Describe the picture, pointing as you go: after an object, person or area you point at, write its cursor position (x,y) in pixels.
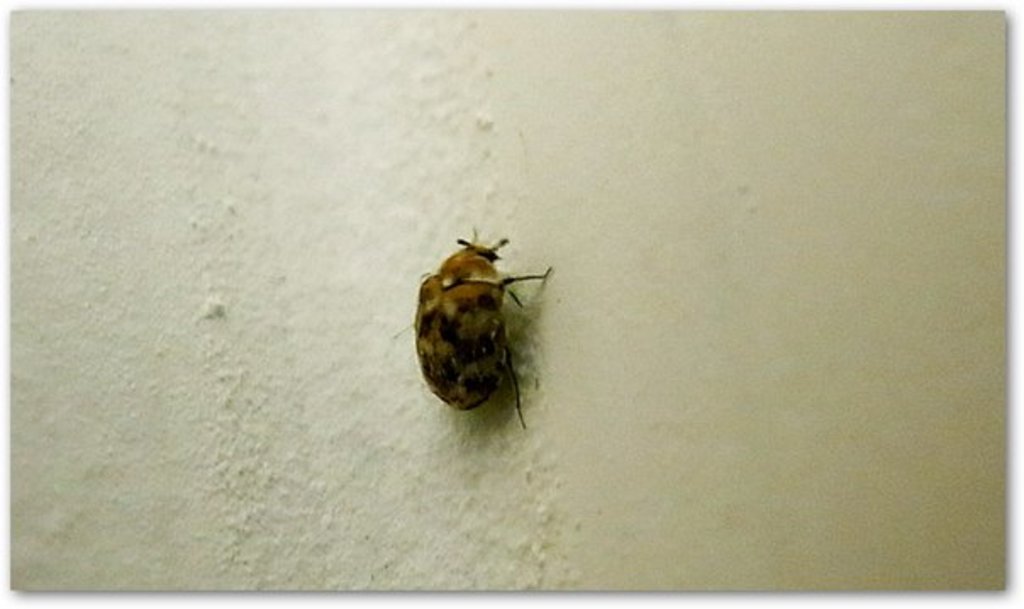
In this image there is a bug (468,316) on the wall (511,304).
